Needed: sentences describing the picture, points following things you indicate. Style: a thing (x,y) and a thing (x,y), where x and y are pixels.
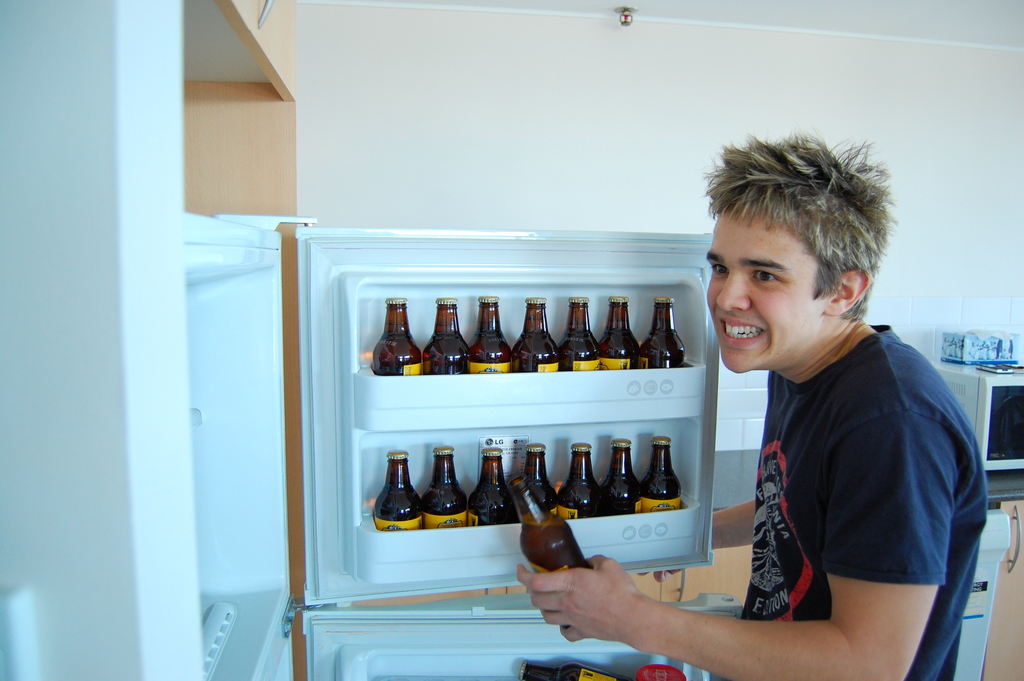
In this picture I can see there is a man (875,496) standing here and he is holding a beer bottle (531,517) in his hand (566,578), on to left side (301,401) there is refrigerator (561,468) and there are some beer bottles (660,462) arranged in the fridge (677,463) and in the backdrop (528,163) there is a wall (967,221) and oven (999,420).
